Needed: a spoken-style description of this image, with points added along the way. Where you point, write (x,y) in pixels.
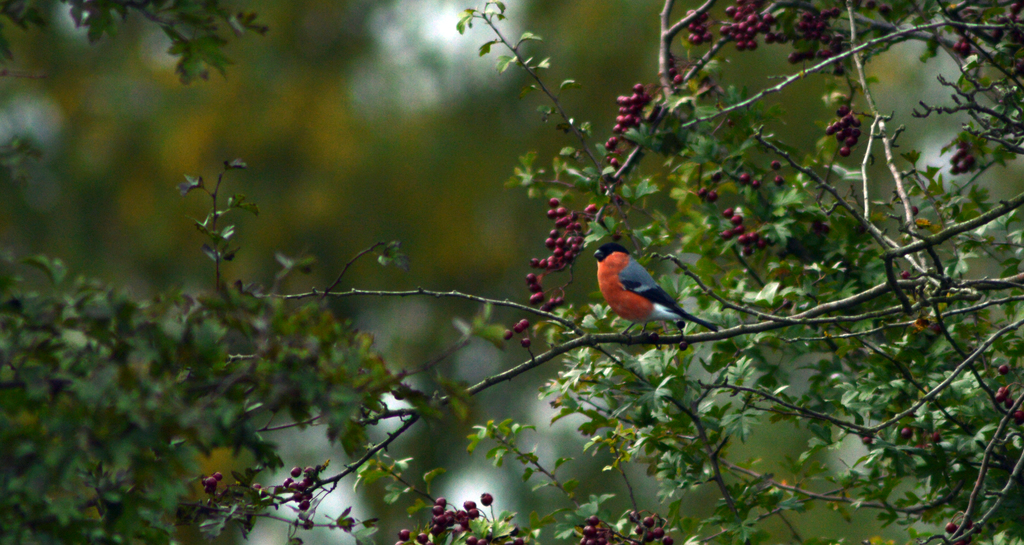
Here I can see a bird (626,288) on a tree (761,367) and also I can see red color fruits (567,236). The background (338,167) is blurred.
